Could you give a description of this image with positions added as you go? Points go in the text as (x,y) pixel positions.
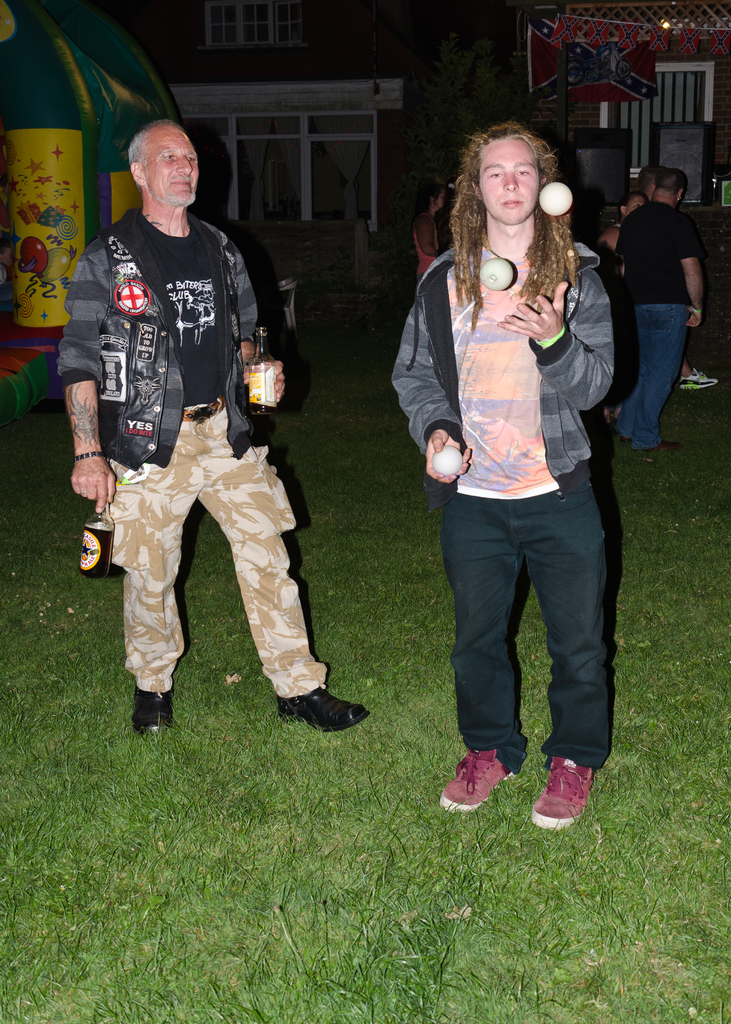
In this image I can see the ground (322,864), some grass (335,884) on the ground (371,864) and few persons (443,381) standing on the ground (389,463) and holding few objects (549,204). In the background (585,172) I can see the inflatable (104,228), few speakers (597,177), a tree (463,143) and a building (387,99).
